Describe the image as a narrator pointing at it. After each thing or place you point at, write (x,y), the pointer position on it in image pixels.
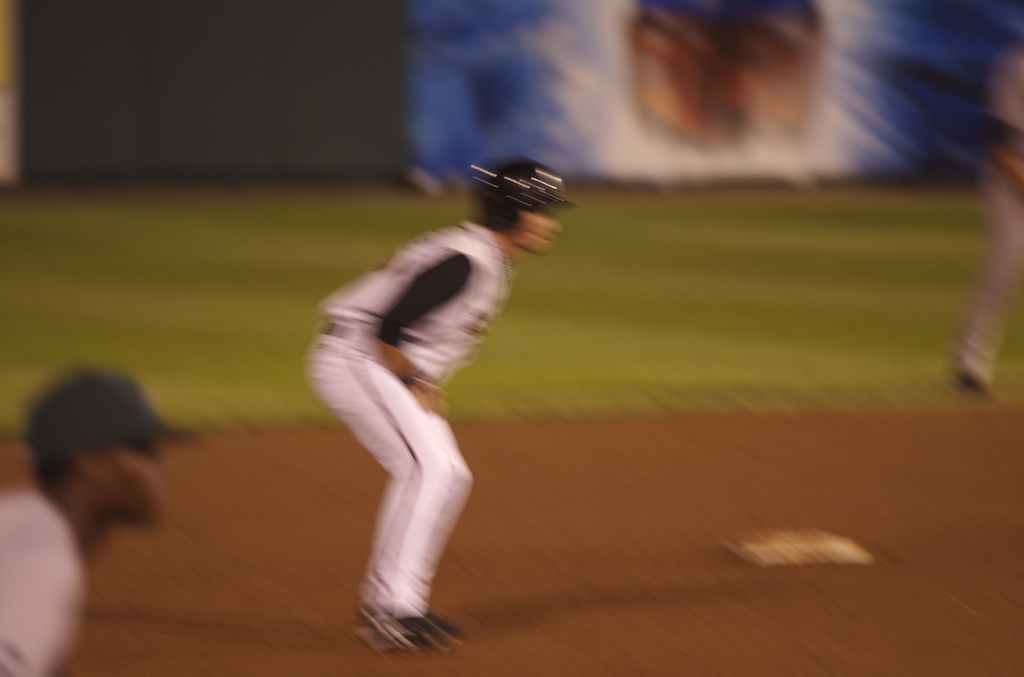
In this image there is a ground (834,207), in that ground (586,362) there are three men (1016,213) standing and it is blurred.
